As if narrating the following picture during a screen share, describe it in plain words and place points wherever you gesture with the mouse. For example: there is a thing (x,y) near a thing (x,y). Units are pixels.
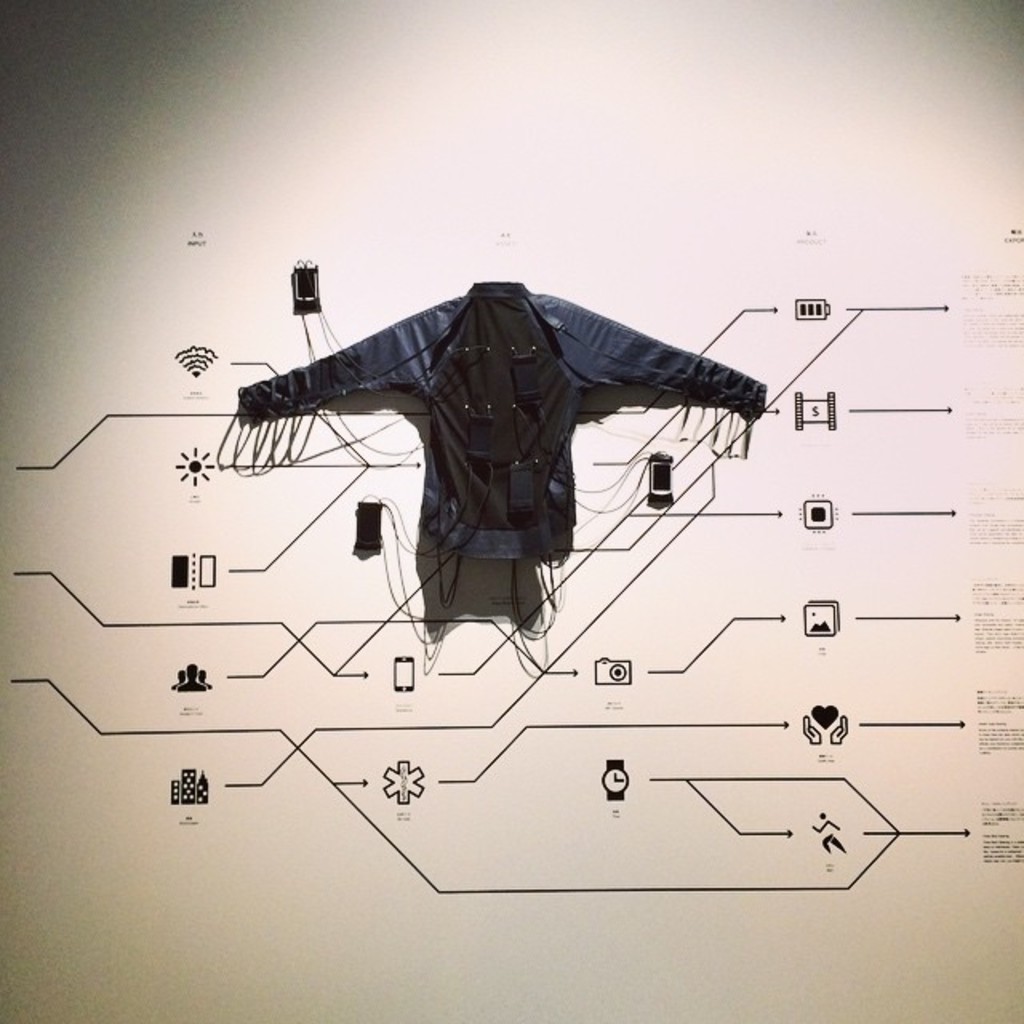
In the center of the image (458,457) we can see one t shirt (513,450) with wires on the wall (635,403). And we can see the wires (323,329) are connected with the gadgets (518,485). And we can see some symbols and some text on the wall (644,757).
